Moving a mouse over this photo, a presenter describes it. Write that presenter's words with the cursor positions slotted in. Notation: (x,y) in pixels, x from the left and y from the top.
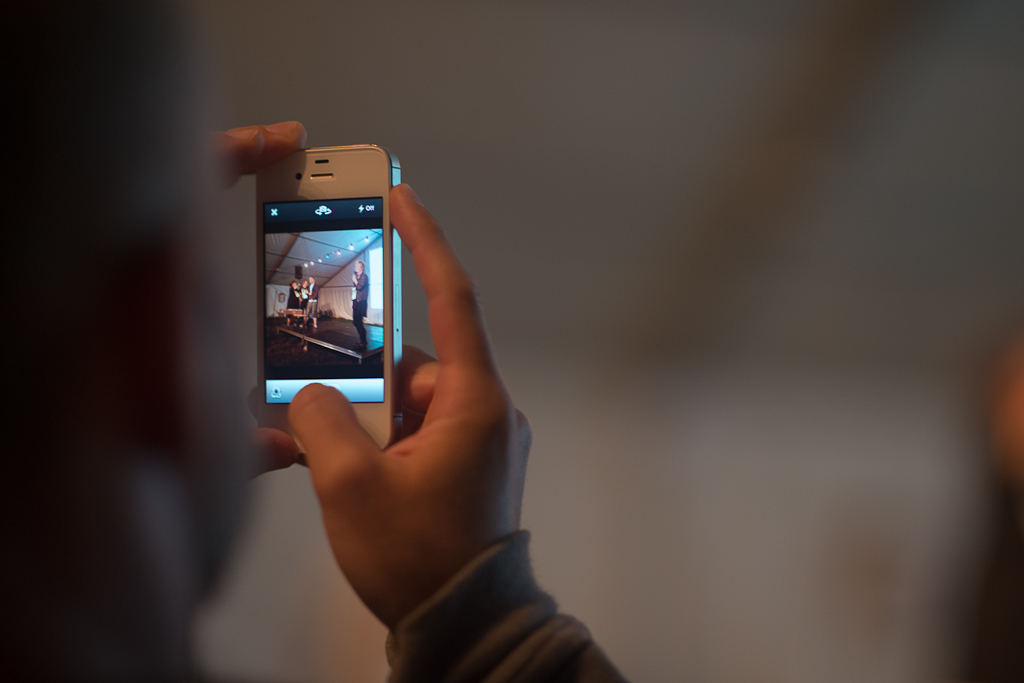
In this image there is a person (194,273) holding a mobile phone (265,349) in his hand (332,441).
